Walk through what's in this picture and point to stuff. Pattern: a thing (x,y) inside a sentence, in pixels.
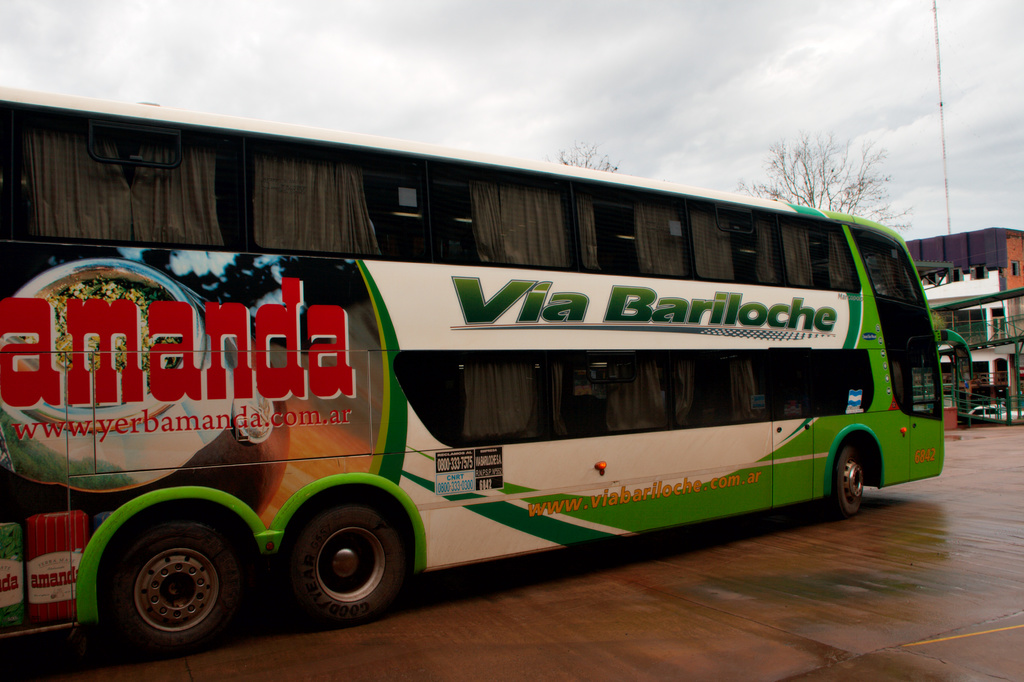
In this picture I can see a bus (425,402) on the ground (492,594). In the background (311,77) I can see sky (328,72). On the right side (965,399) I can see building (1004,241) and trees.
